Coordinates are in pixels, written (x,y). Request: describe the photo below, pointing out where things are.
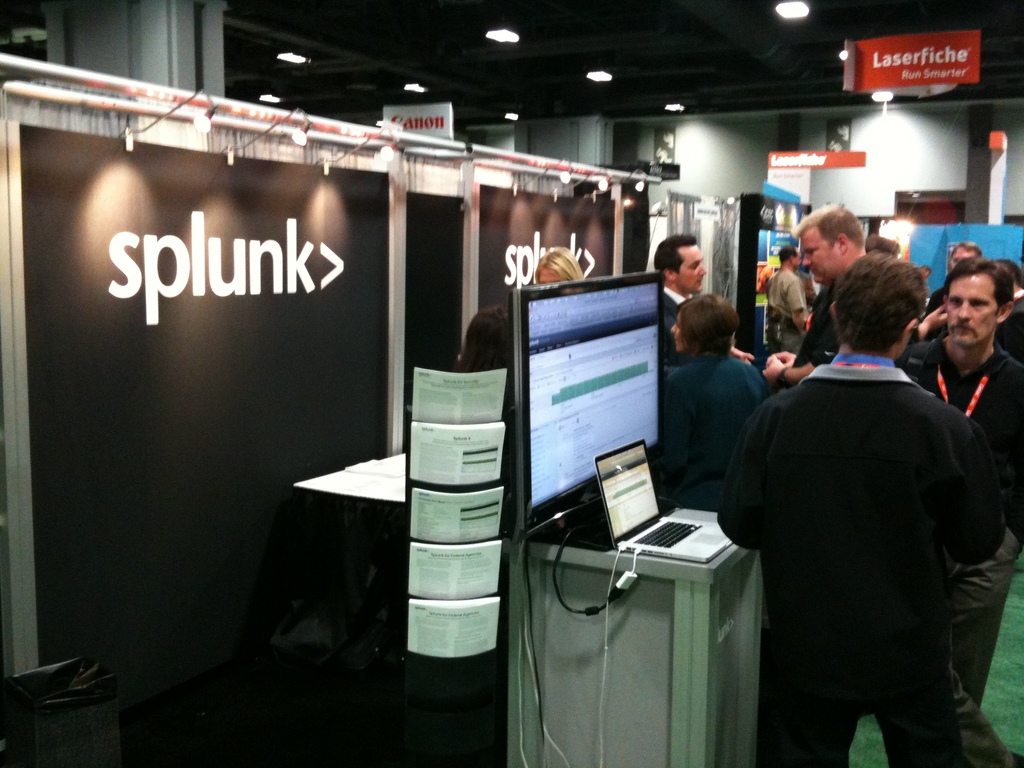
On the right side (959,529), there are persons (1021,380) in different color dresses (875,432) standing. Beside them, there is a screen (644,311) and a laptop (666,533) on the table (685,706). On the left side (154,491), there are black color boards (413,200) arranged. In the background (927,80), there are lights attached to the roof (734,90), there are persons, there are hoardings (886,75) and there is a wall (707,134).
